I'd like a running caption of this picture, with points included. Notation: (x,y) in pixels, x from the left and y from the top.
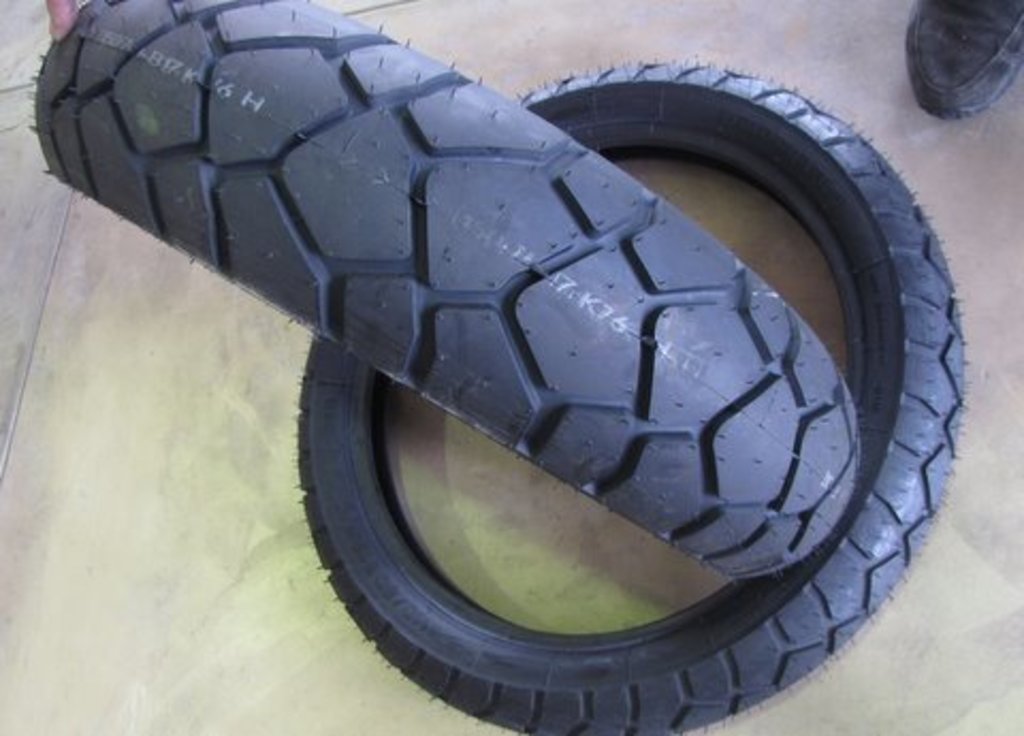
As we can see in the image there are tyres (525,388) and black color shoes (1016,35).
